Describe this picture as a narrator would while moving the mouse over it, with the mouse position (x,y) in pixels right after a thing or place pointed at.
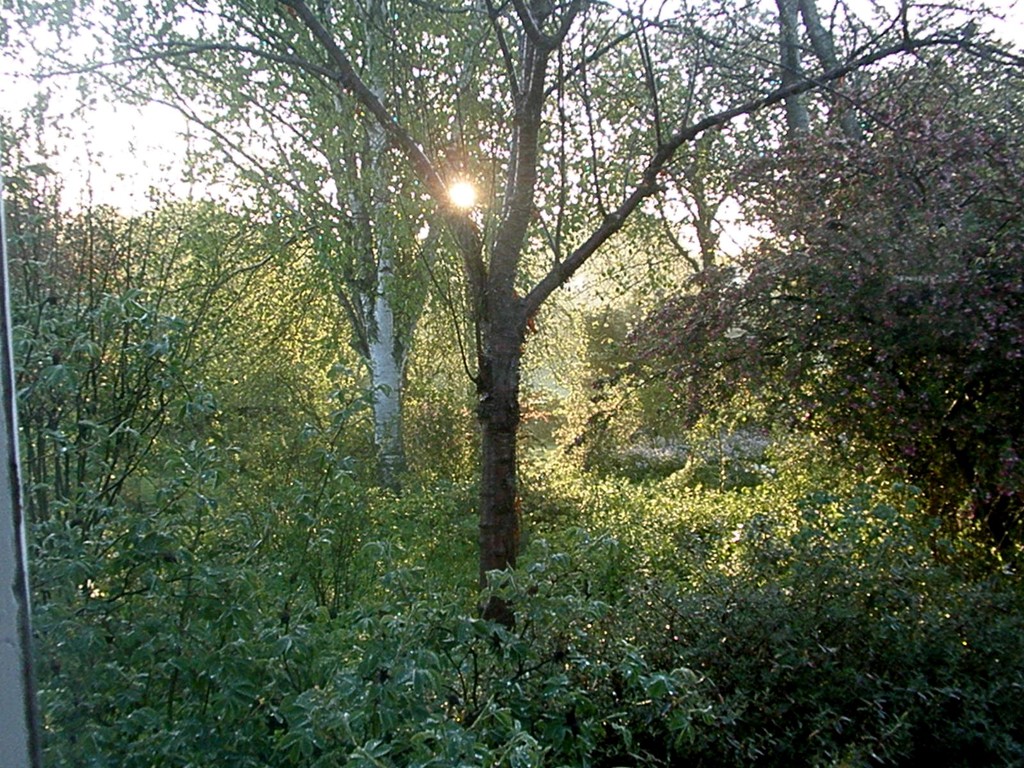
In this image there are trees (453,171) and plants (743,459). And there is a sun (469,200) in between the tree (485,208). And at the top (178,176) there is a sky (99,141).
